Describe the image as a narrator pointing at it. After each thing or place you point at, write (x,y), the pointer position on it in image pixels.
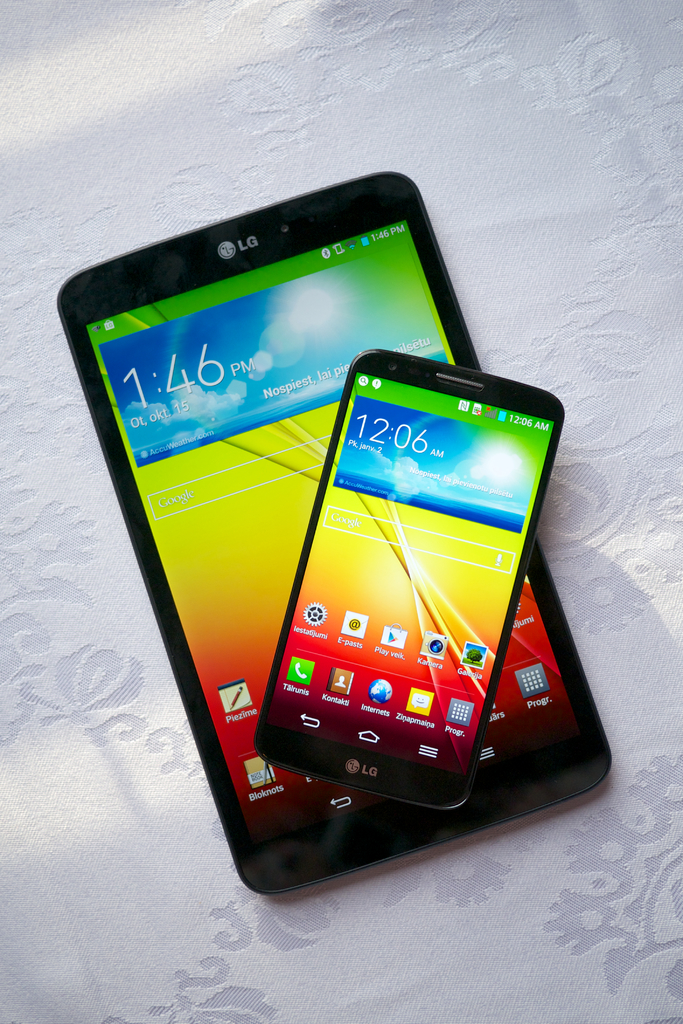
In this image I can see few electronic devices (415,516). They are on the white color cloth (574,452).
